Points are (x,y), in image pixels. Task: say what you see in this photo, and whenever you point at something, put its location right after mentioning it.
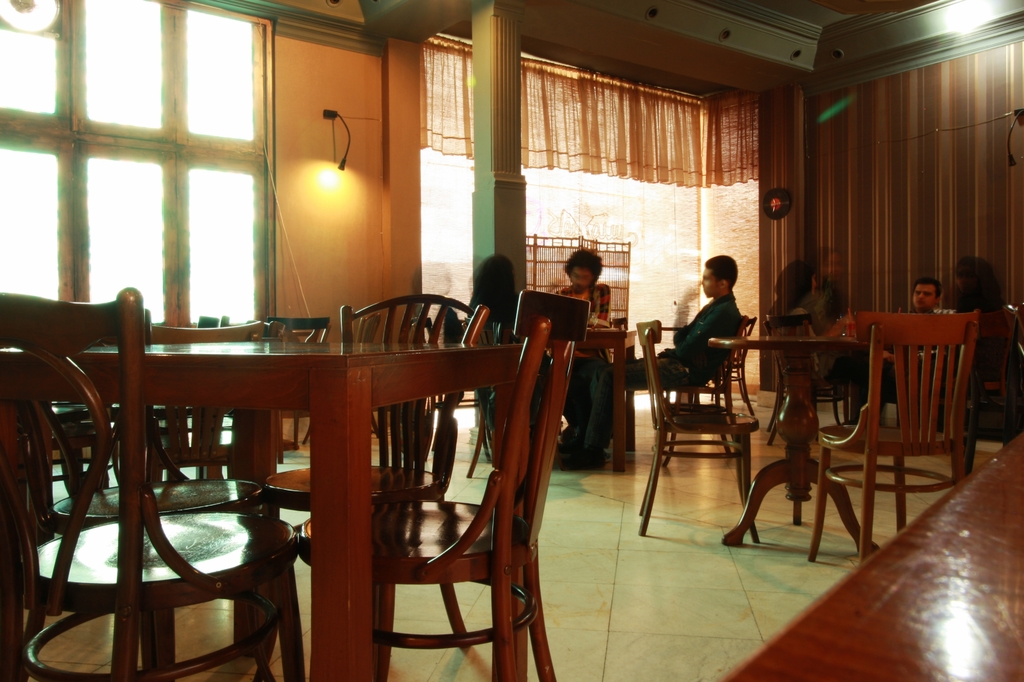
This is the picture of a place where we have some chairs (557,397) and tables (259,399) and some people (681,370) sitting on the chairs (470,341) and also we have a light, window (218,99) and a curtain (637,107).
